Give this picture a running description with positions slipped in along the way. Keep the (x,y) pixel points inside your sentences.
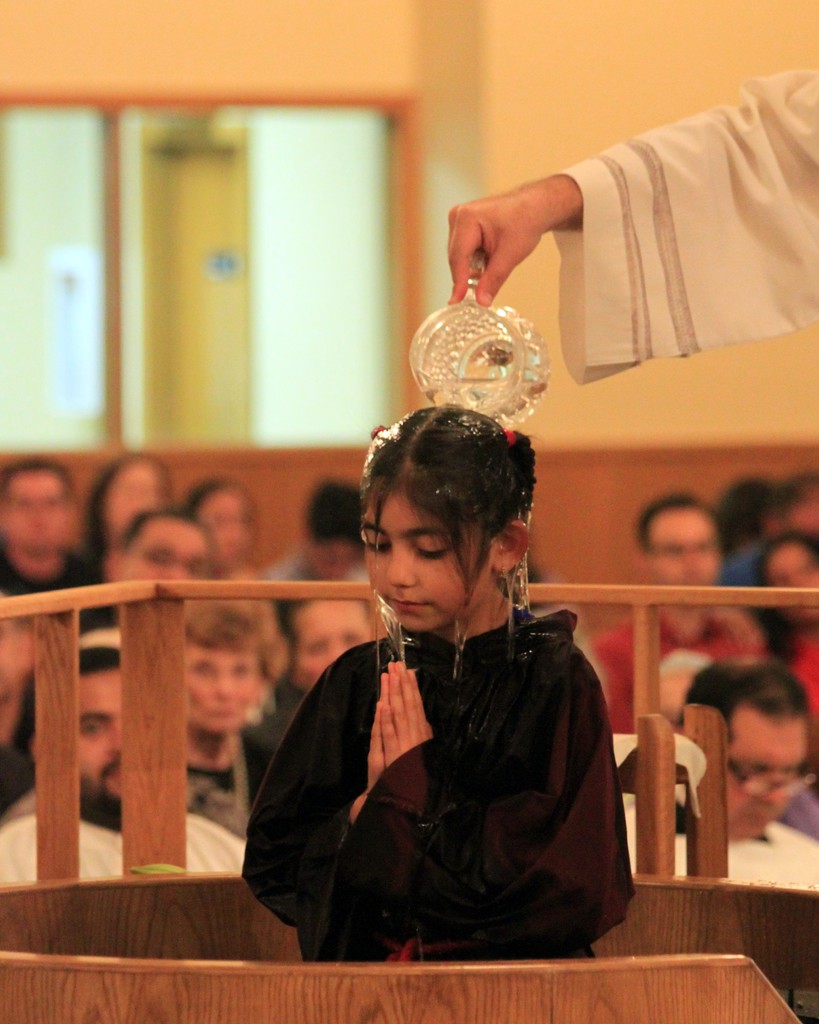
In this image there is a person (540,195) pouring water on the child (433,617), behind them there are few people (192,544), windows (211,222) and the wall (44,22).
